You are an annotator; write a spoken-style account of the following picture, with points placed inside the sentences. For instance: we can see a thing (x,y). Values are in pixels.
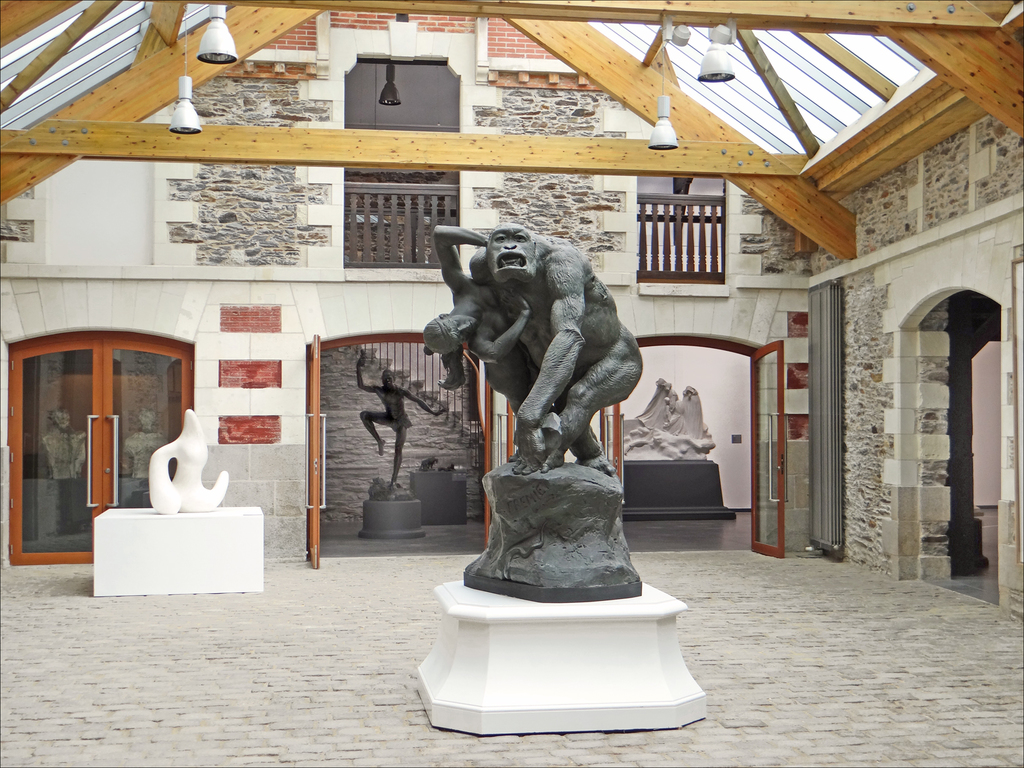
Here in this picture we can see a statue (549,334) present in the middle (541,467) and above it we can see a shelter (815,143) present and we can see lights (201,49) hanging on it over there and behind the statue (475,266) we can see building (424,67) present and we can see its doors (180,385) and windows (385,124) present over there and we can also see other statues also present over there.
